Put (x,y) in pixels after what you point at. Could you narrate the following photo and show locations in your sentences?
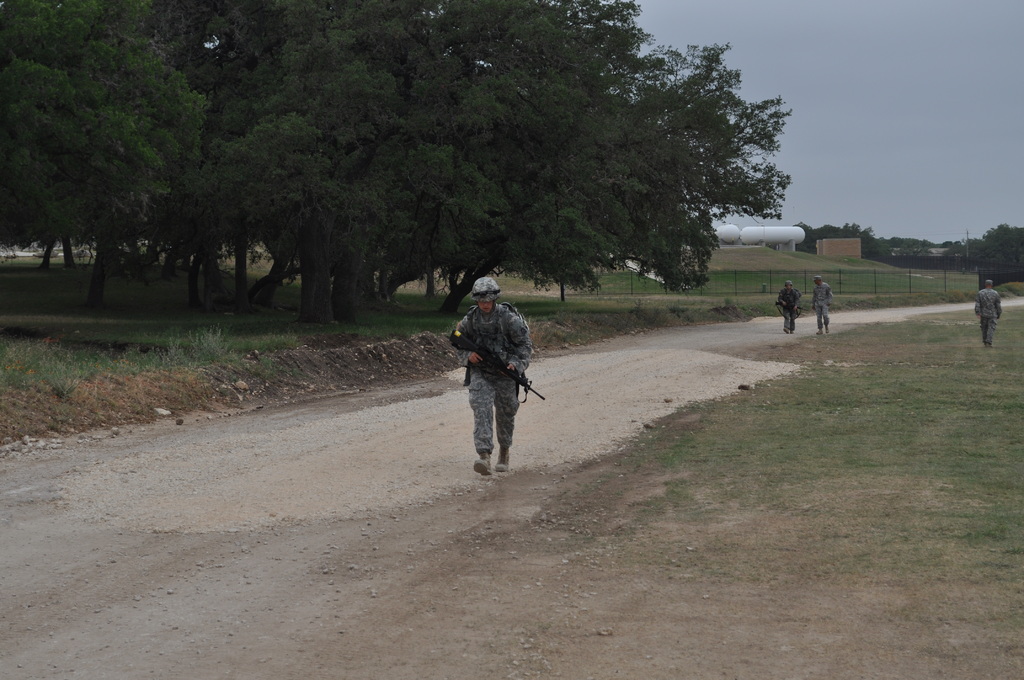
There are four people (784,302) walking. This man (492,385) is holding a weapon (495,364). These are the trees (505,152). Here is the grass (226,337). This is a pathway (294,425). In the background (836,252), that looks like a building (853,251). Here is a fence (745,277). This is the sky (848,64).
